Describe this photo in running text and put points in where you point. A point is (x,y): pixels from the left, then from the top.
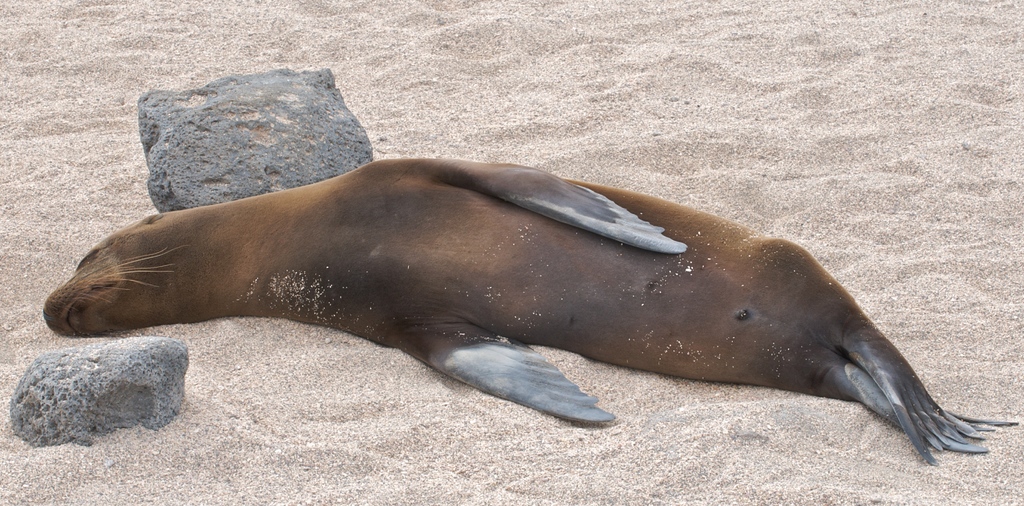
In the image there is a seal (326,252) laying on the beach (348,467) with two stones (91,394) on either side of it.
